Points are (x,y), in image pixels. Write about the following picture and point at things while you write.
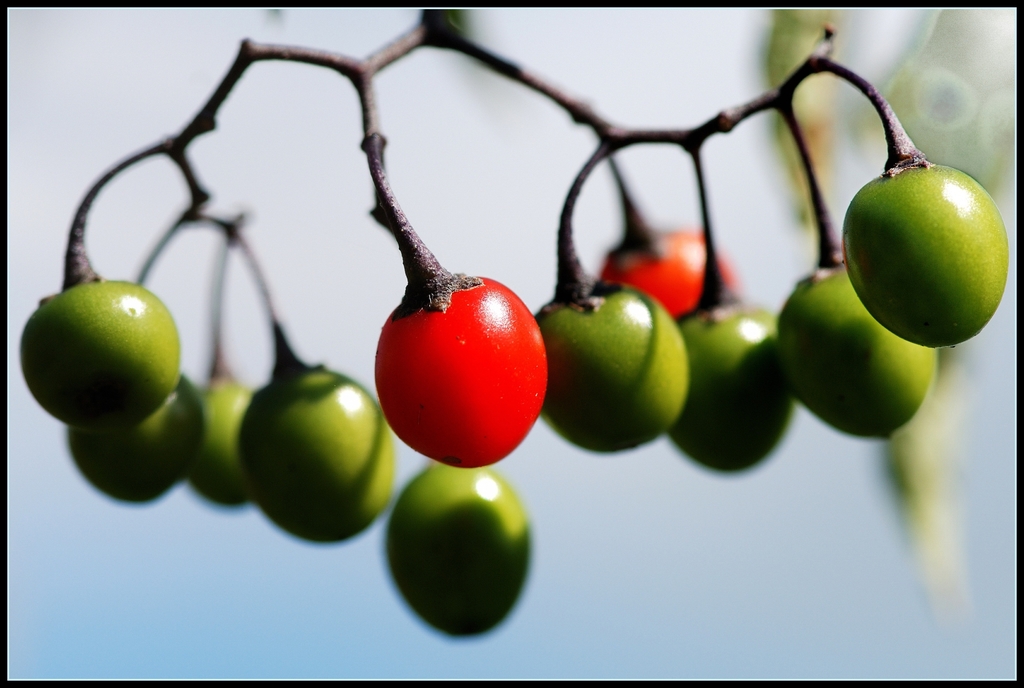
The picture consists of cherries (713,353) and stems (568,252) of a tree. The background (45,502) is blurred. The picture has a black border (855,0).
